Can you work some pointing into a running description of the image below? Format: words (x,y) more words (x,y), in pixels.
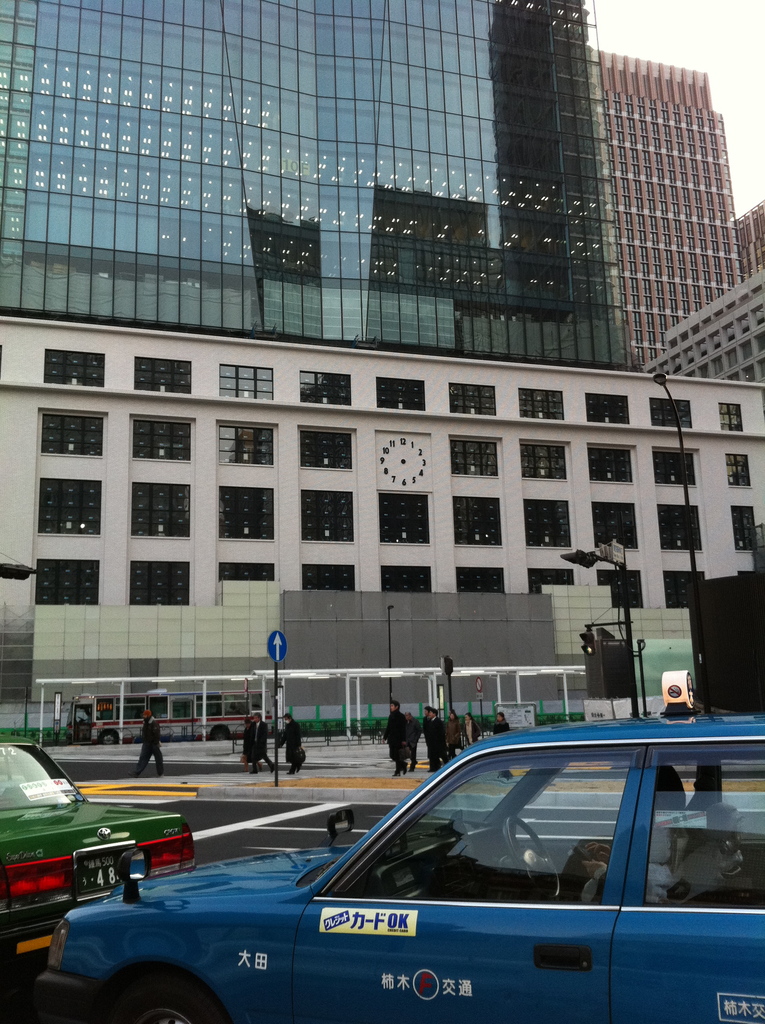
In this image I can see few cars (320,990), few boards (277,644), a bus (226,700), few poles (276,687), number of buildings (541,576) and I can see few people (246,736) are standing. Here on this car (630,915) I can see something is written.
